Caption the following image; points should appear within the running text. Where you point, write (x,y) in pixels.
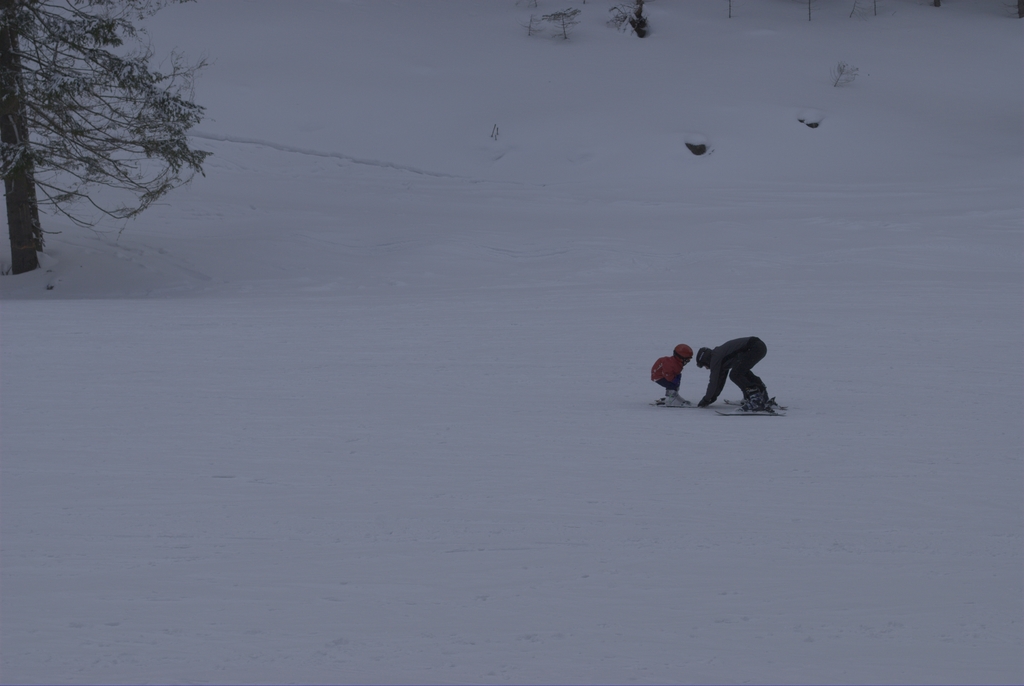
This picture is clicked outside. On the right (748,384) we can see the two persons (734,378) seems to be standing on the ski-boards (757,413) and we can see there is a lot of snow (394,418) and we can see a tree (63,105) and some other objects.
